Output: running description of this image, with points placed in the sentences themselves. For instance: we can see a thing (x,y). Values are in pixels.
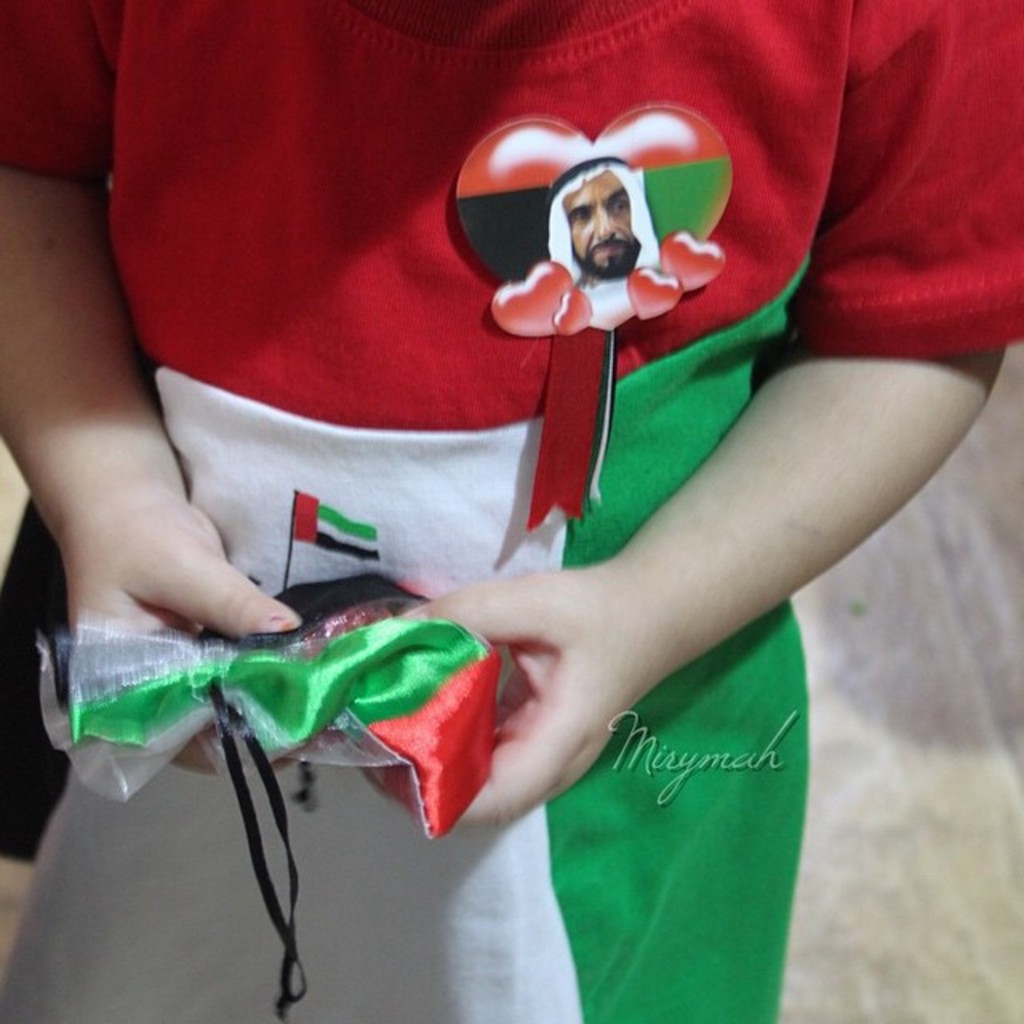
In this picture we can see a person (440,281) with a badge (501,186) and the person (430,251) is holding an object (296,667). Behind the person (257,783), there is a blurred background (992,636). On the image, there is a watermark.
